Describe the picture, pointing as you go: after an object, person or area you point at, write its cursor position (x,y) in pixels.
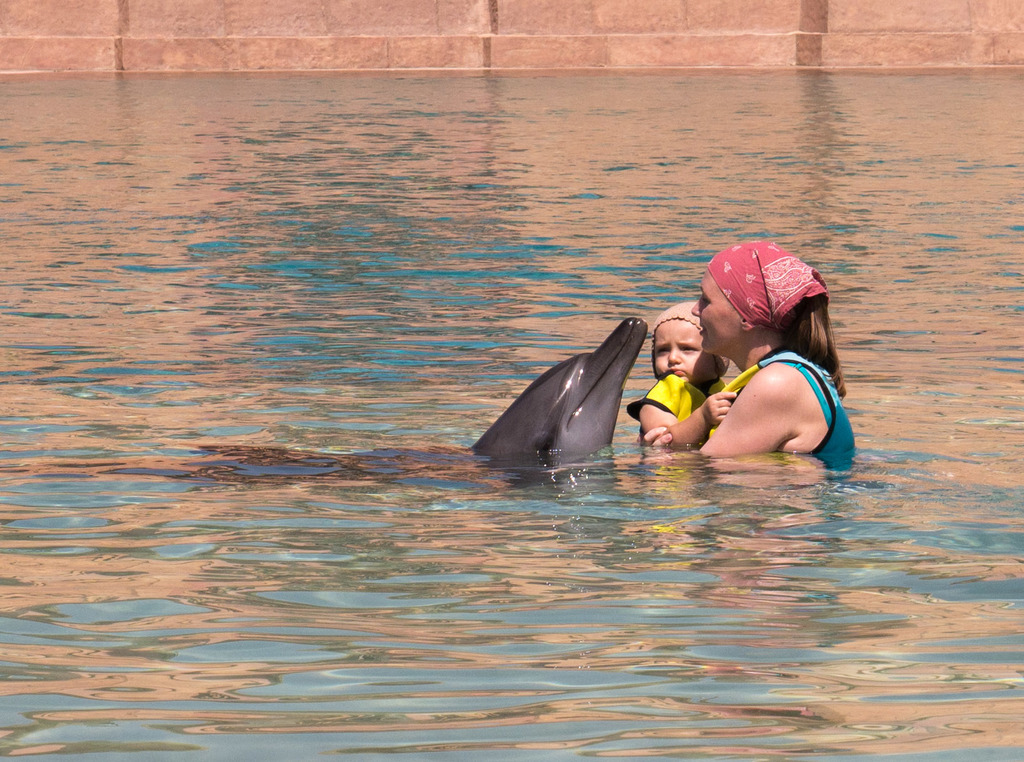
This picture shows dolphin (555,376) in the water (519,362) and we see a woman (791,405) holding a baby (693,426) in her hand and she wore a cloth (800,299) on her head (706,309) and a cap (691,316) on the baby's head (676,318) and we see a wall (189,30).
